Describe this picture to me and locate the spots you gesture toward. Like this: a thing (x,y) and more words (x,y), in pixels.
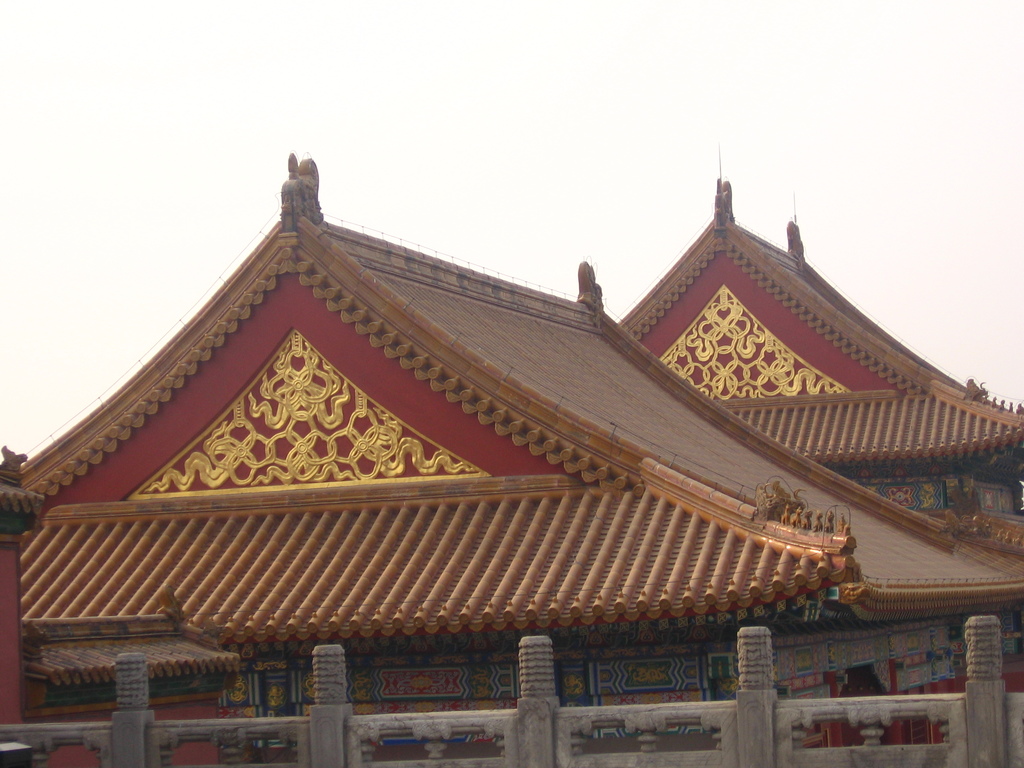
In this image I can see roofs (516,451) of houses (503,437). In the background (471,119) I can see the sky (475,91).
